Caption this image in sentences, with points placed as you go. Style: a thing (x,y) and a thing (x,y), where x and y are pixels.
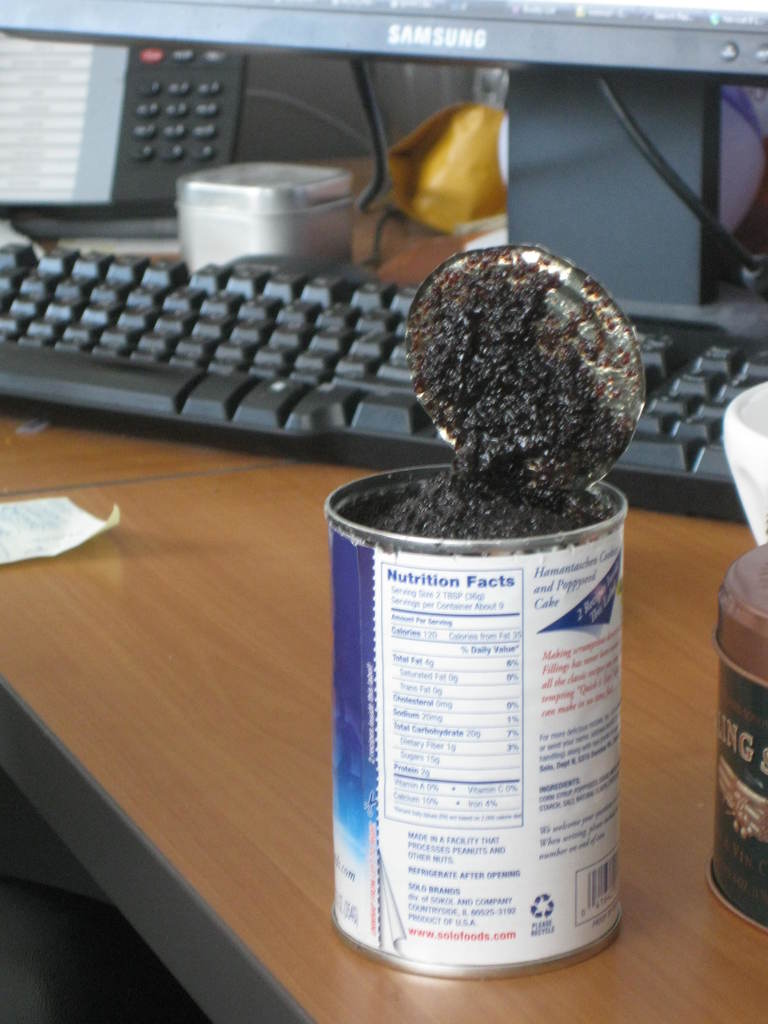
In this image we can see a keyboard (392,455), box (261,192), tins (456,624), paper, system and some other objects (184,108) on the table (222,669).
